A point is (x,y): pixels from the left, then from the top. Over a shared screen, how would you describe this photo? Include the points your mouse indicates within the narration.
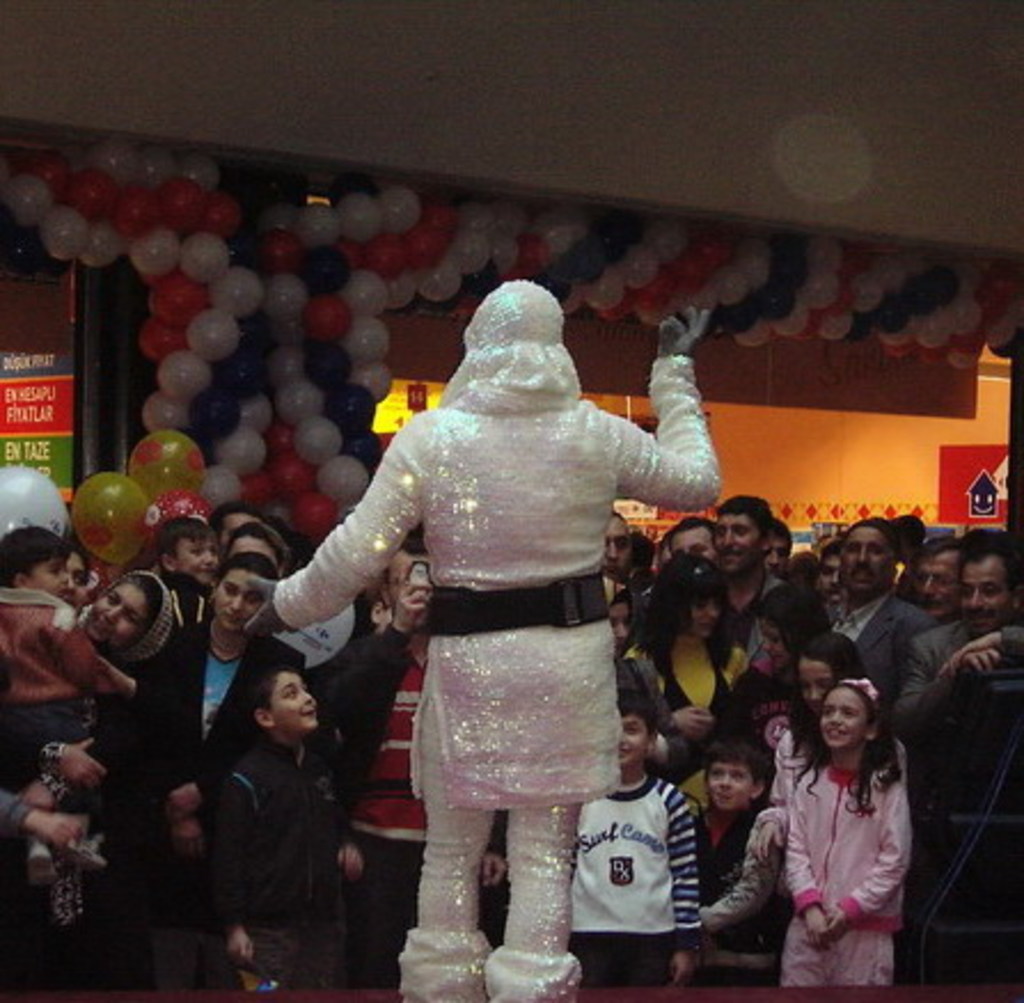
In this picture we can see a person (447,757) in the fancy dress (453,660) is standing and in front of the person (469,643) there are some people (266,747) standing and balloons (230,237) on the wall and other things (15,393).
